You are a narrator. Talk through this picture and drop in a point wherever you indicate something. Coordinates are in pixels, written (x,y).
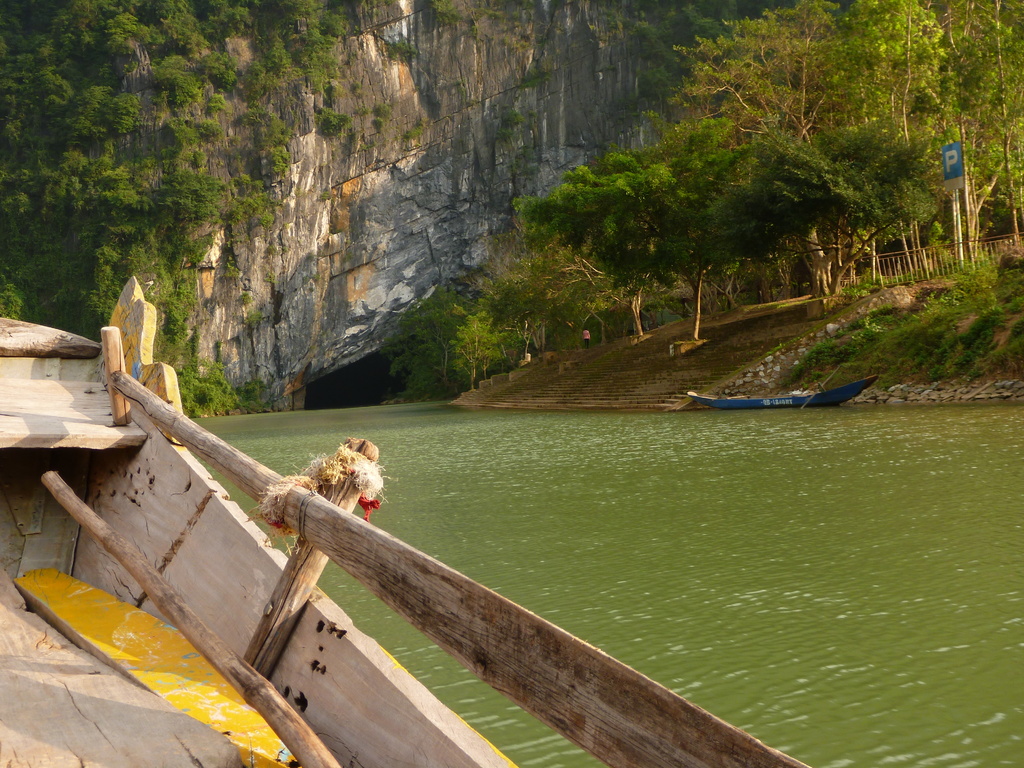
In this image I can see the boats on the water (791,563). In the background (890,277) I can see the railing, board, many trees (937,236) and the mountain (403,190).
